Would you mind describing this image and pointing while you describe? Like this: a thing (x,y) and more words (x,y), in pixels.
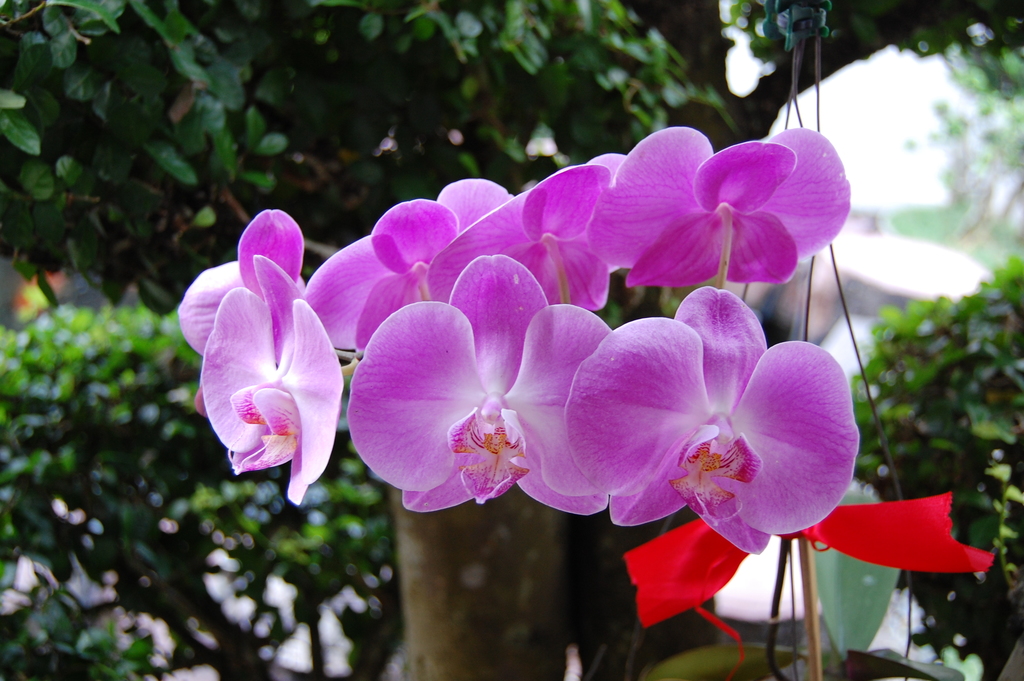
In this image we can see some flowers (622,417) and a ribbon (687,565) on the right side (739,565). On the backside (73,359) we can see some leaves (70,343) of a tree (315,142).
